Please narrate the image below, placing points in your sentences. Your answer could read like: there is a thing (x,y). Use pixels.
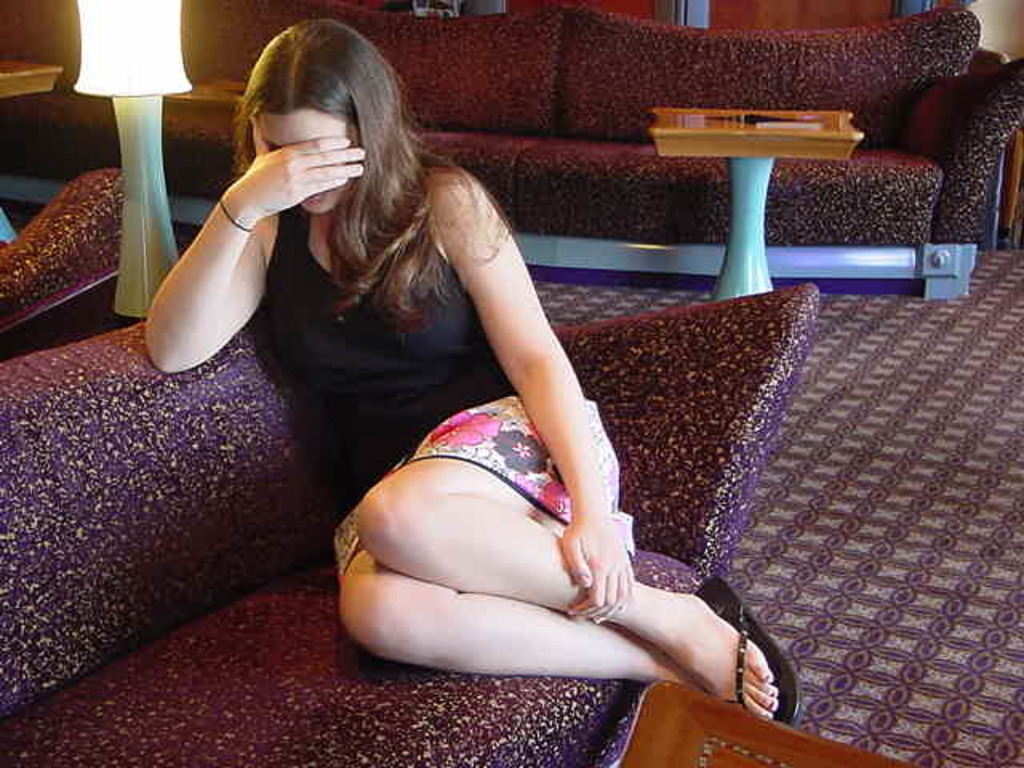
In this image there is a girl (394,356) sitting in the sofa (320,558) by closing her eyes (281,163) with the hand (253,198). In the background (178,79) there is a lamp (177,73). On the right side (811,174) there is a sofa (591,141) in the background (612,148). In front of the sofa (793,178) there is a table (741,148). At the bottom (928,521) there is a mat (906,576).
